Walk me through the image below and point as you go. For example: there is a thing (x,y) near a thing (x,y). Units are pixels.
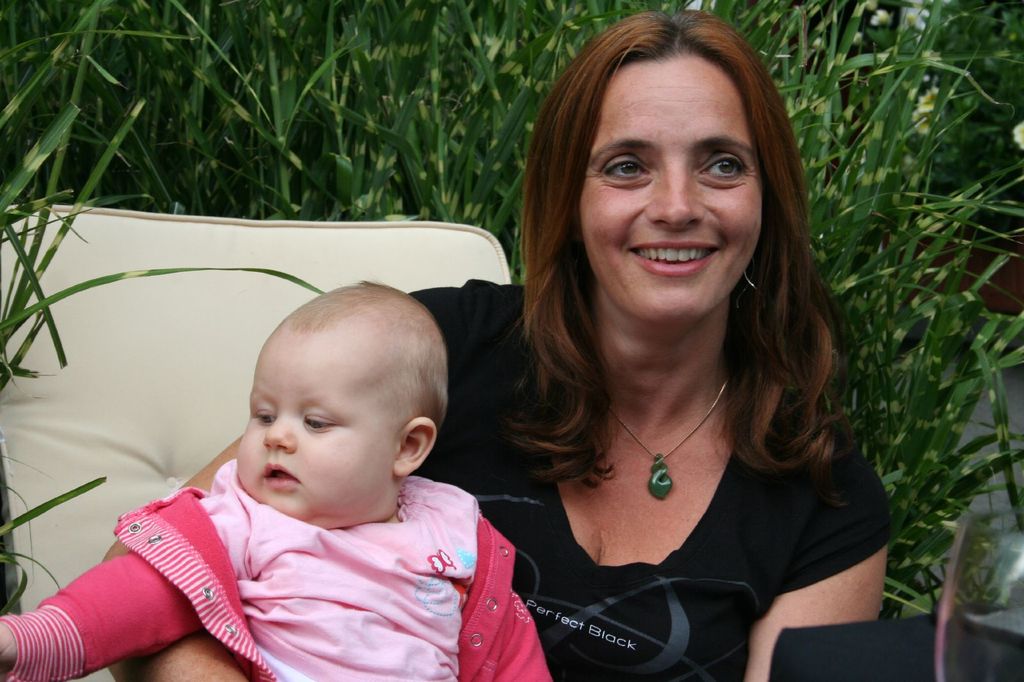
In the image there is a woman (737,97) in black t-shirt (764,560) in the front (630,530) holding a baby (318,536), she is sitting on a chair (98,338), behind her there is grass (402,112) on the floor (975,508).
